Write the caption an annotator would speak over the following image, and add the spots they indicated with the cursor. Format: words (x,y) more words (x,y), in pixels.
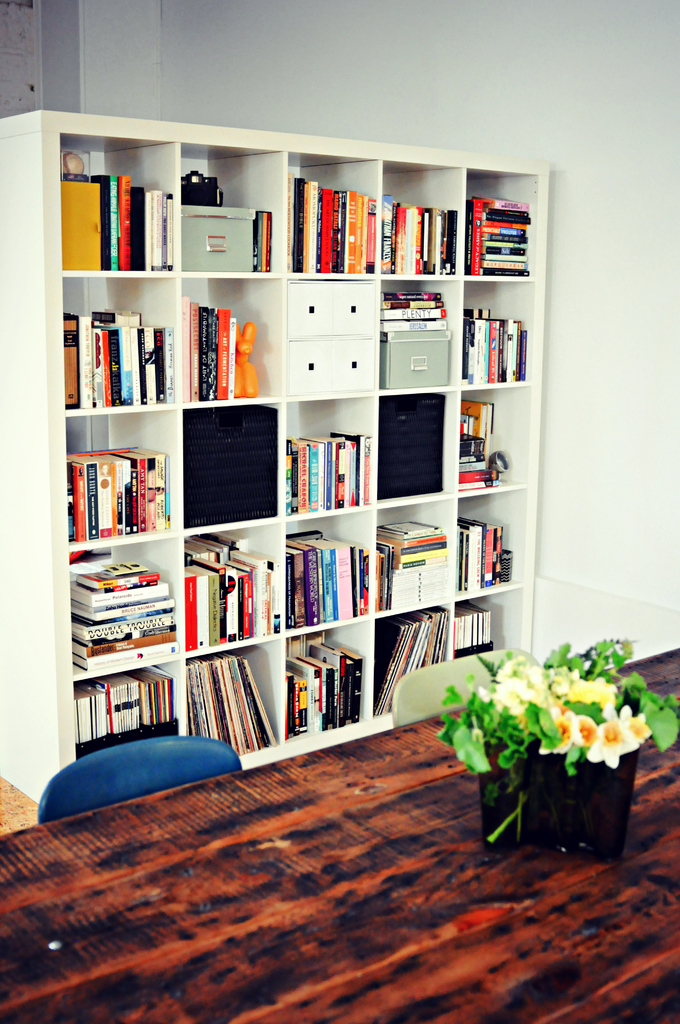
In this picture I can observe a flower vase (509,809) placed on the brown color table (181,902). There is a bookshelf (168,453) in which some books (125,198) are placed. There are two chairs (95,777) in front of the table (259,852). In the background (285,9) I can observe a wall (516,85) which is in white color.
